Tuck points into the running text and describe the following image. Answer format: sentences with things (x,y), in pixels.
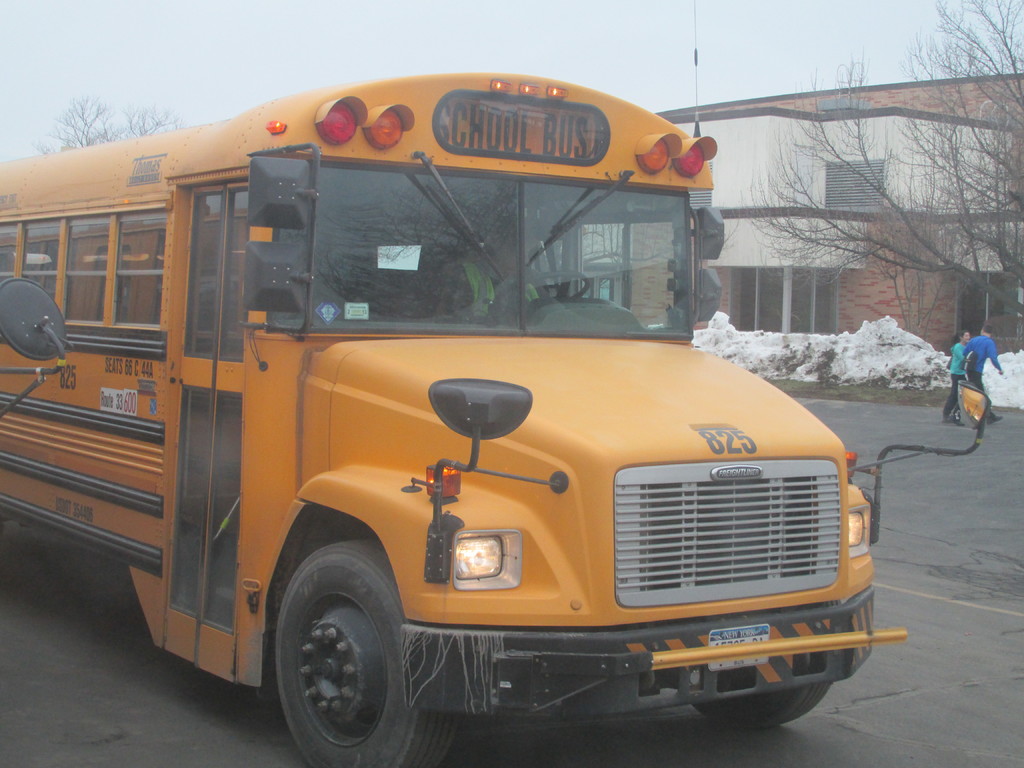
In this picture we can see vehicle (490,380) on the road (920,541), beside we can see few people (981,372) are walking and also we can see buildings (739,233), trees (835,246).
